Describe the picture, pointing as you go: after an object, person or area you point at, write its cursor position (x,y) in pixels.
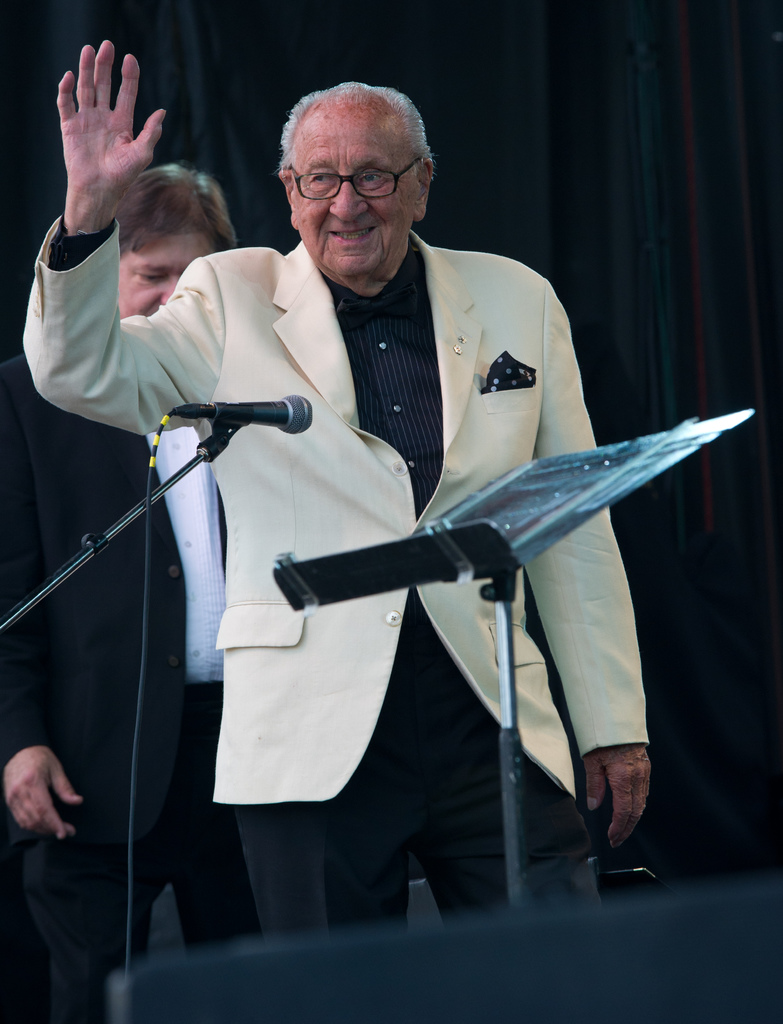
In this image there is a man (355,463) who is wearing the white color coat (296,449) is raising his hand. In front of him there is a mic (257,410). Beside the mic (243,404) there is a stand (539,524). In the background (541,121) there is a curtain (326,72) and a person (220,537).
